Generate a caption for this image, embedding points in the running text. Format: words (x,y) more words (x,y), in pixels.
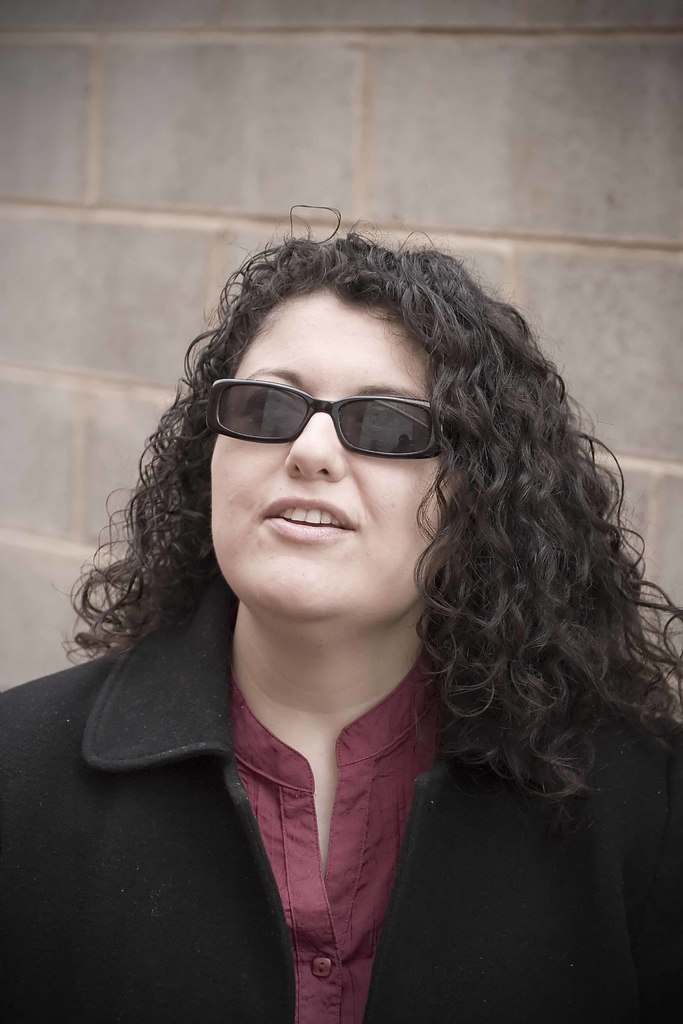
In the middle of the image (261,610) we can see a woman (368,480), she wore spectacles (240,391) and she is smiling, behind her we can see wall (519,220).
